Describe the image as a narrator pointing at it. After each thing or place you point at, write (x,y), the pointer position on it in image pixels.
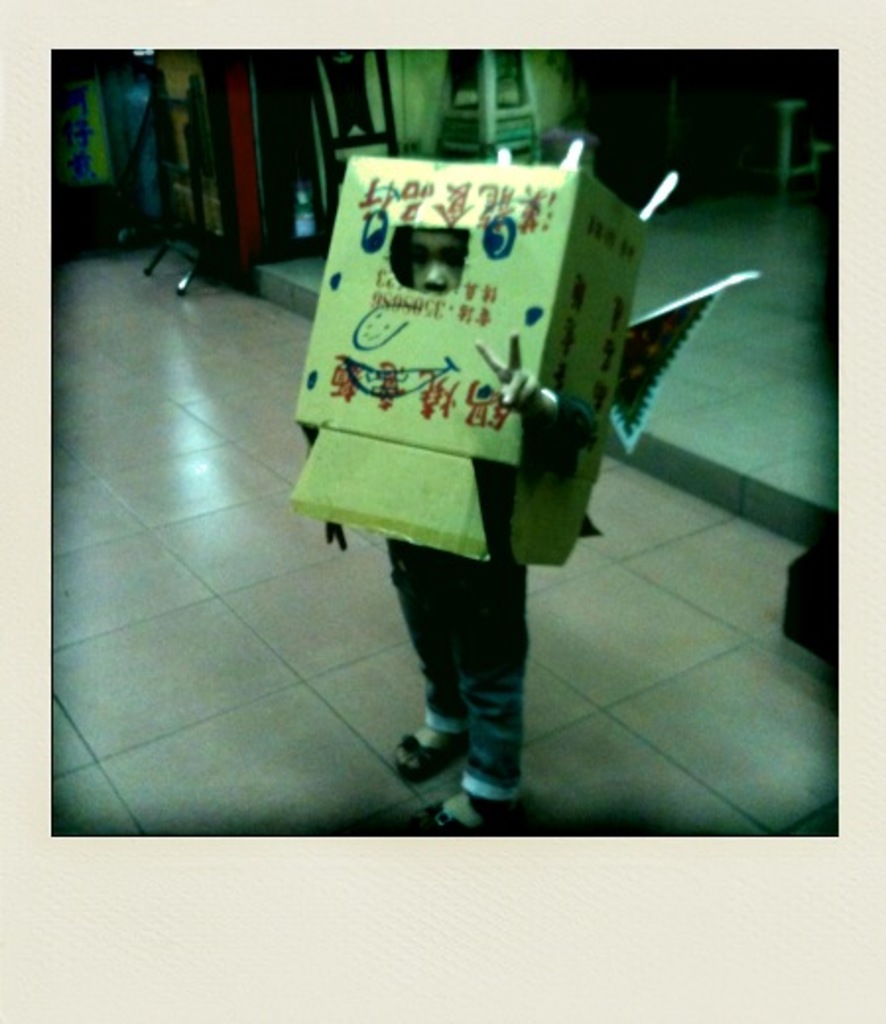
In this image we can see a boy (517,361) standing on the floor (593,779) and he has covered his face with a packing box (471,344).
